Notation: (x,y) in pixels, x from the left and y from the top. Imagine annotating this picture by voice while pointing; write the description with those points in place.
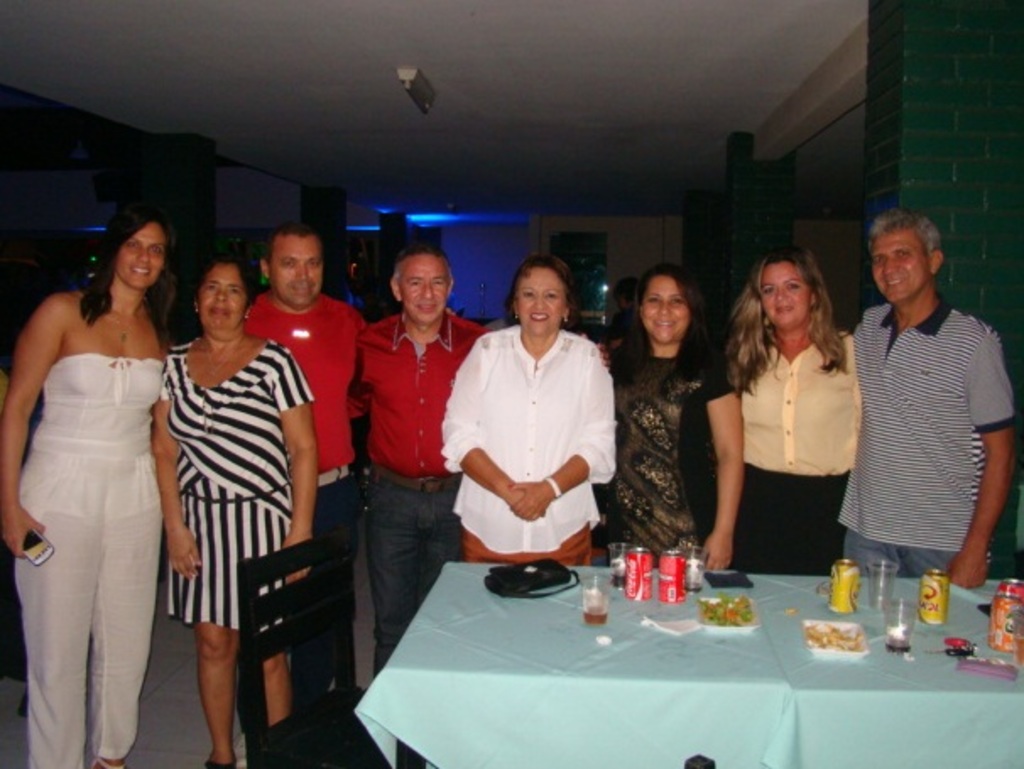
In the picture I can see a group of people (469,451) are standing on the floor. I can also see a table (769,632) which has glasses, tin cans (943,619) and some other objects (824,644). In the background (501,220) I can see lights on the ceiling (452,198) and some other objects (781,219).
